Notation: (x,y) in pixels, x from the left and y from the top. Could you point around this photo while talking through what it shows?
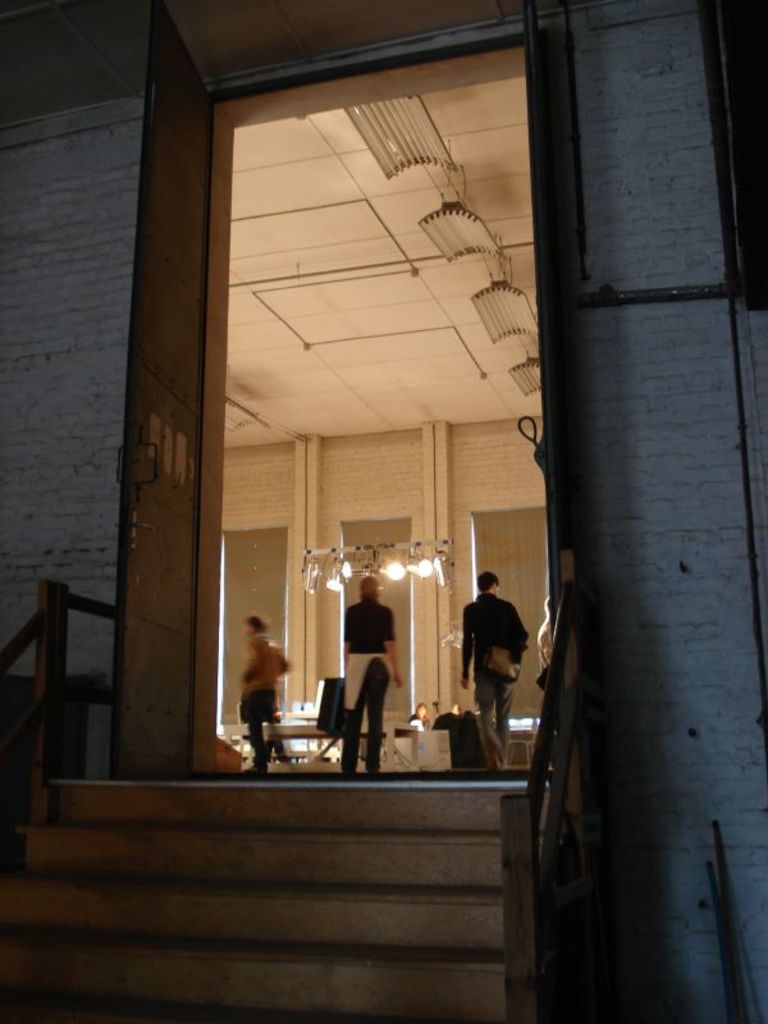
In this image I can see few stairs (294,913), the railing (44,670), the building (217,719) few persons (374,655) standing, the wall (502,473), few lights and the ceiling (346,296) which is cream in color.
